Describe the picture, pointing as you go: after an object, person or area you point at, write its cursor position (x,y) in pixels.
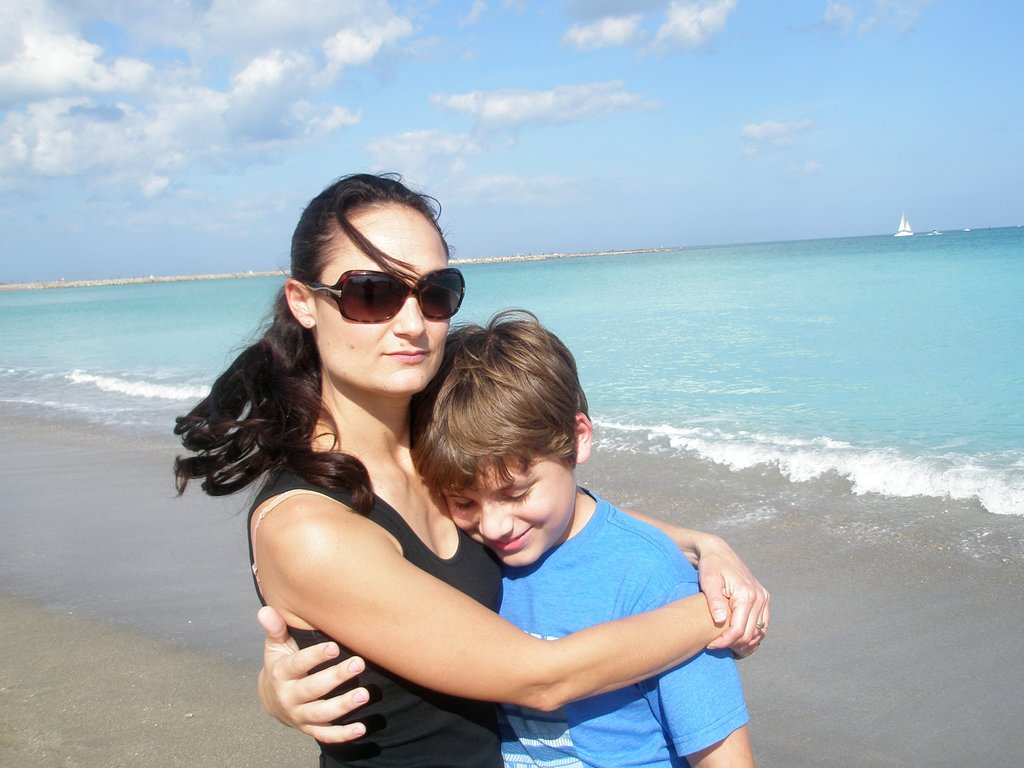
In this picture we can see a woman (338,338) and a boy (540,611) holding each other. A woman (252,413) is wearing goggles (356,308) on her eyes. We can see a few waves (774,452) in the water (645,380). There is a boat (904,231) on the water (466,320). Sky (217,178) is blue in color and cloudy.
